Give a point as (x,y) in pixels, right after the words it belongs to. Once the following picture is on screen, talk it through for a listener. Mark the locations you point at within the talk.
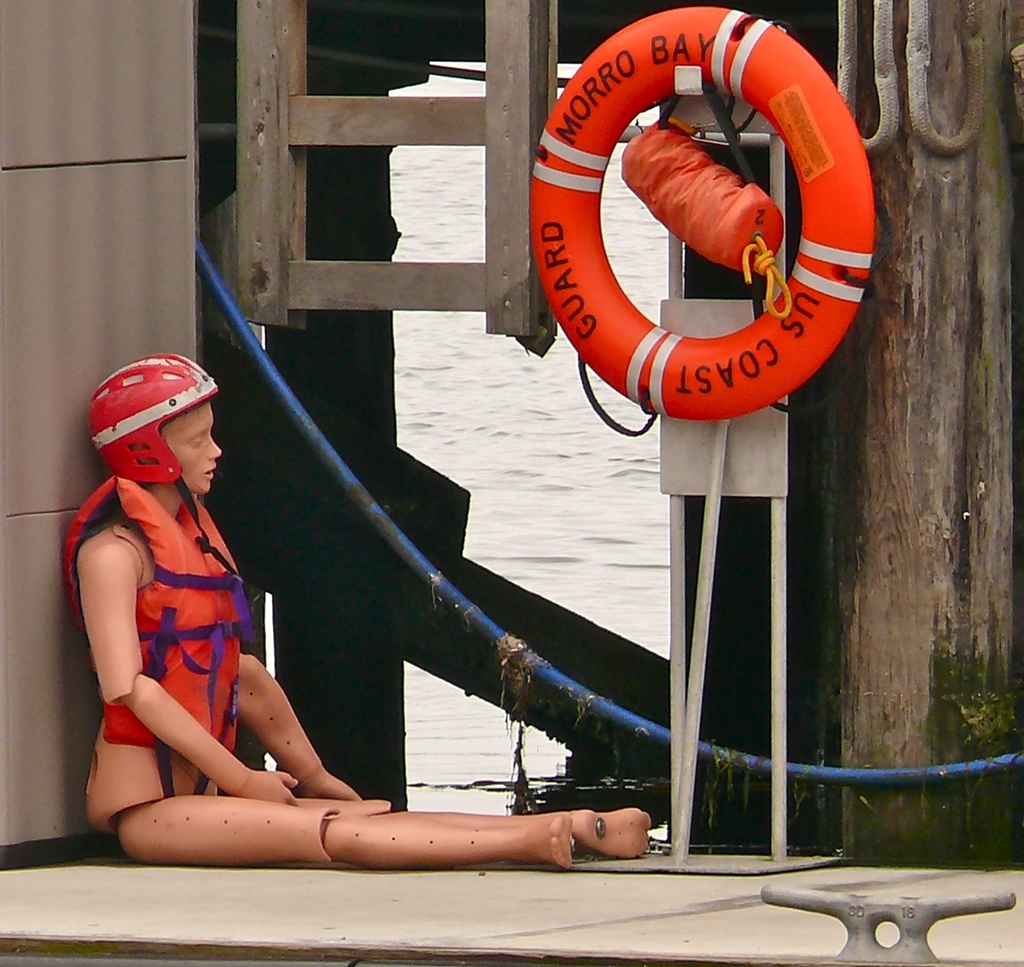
In this picture there is a statue (233,790) of a woman (148,662) who is wearing helmet (183,397) and jacket (148,662). In the top right (820,131) I can see the tube (815,119) which is hanging on the metal stand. In the back (468,227) I can see the water flow (521,440). On the left (36,335) I can see the wooden partition (22,458).
